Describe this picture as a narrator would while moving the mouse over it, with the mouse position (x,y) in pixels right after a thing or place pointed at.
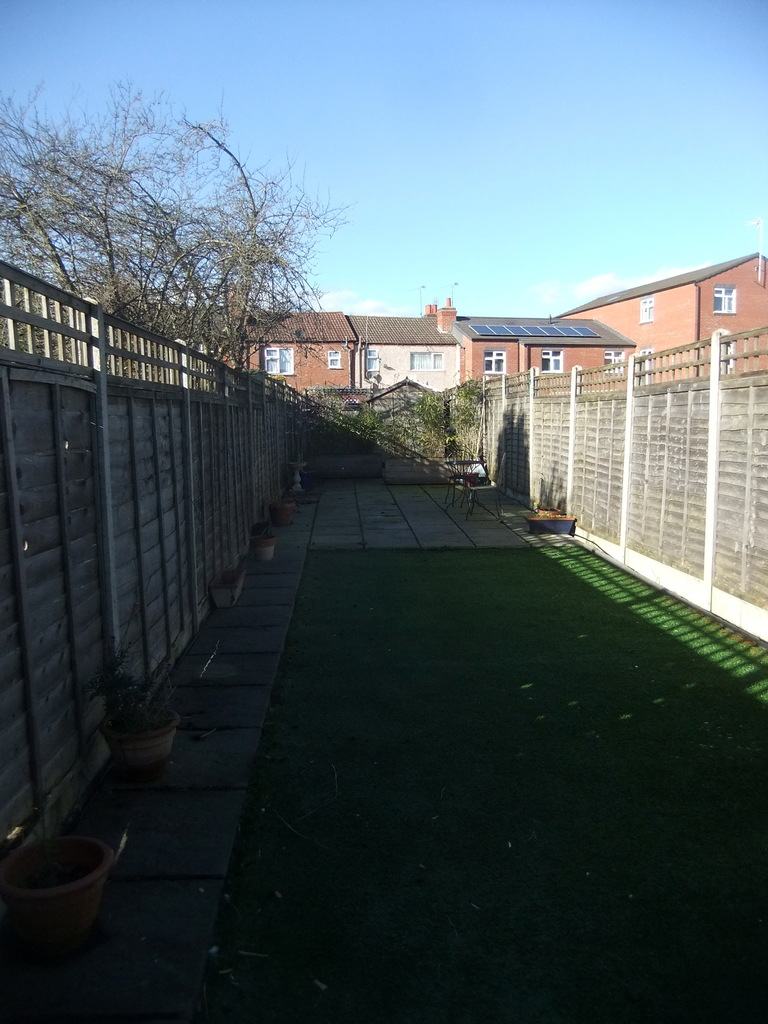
In this image I can see few plants (321,400) and trees (314,420) in green color and I can also see the railing (221,393). In the background (447,375) I can see few buildings (436,364) in white and brown color and the sky (426,79) is in blue color.
